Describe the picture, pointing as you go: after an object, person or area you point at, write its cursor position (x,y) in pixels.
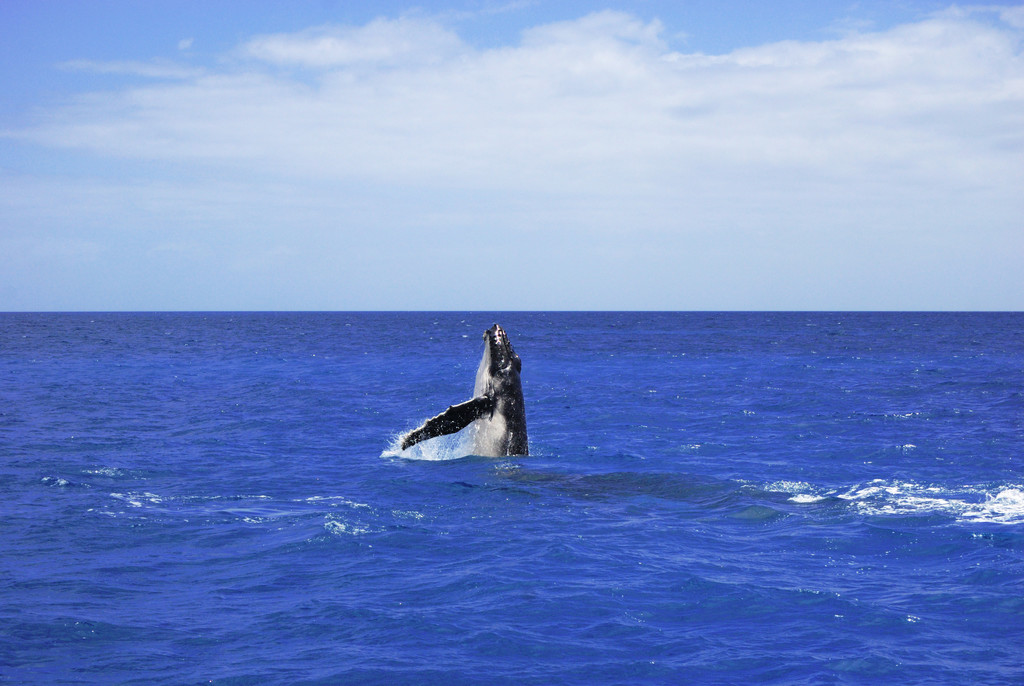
In the image there is whale (498,417) jumping in the ocean (589,363) and above its sky (490,117) with clouds (161,137).
